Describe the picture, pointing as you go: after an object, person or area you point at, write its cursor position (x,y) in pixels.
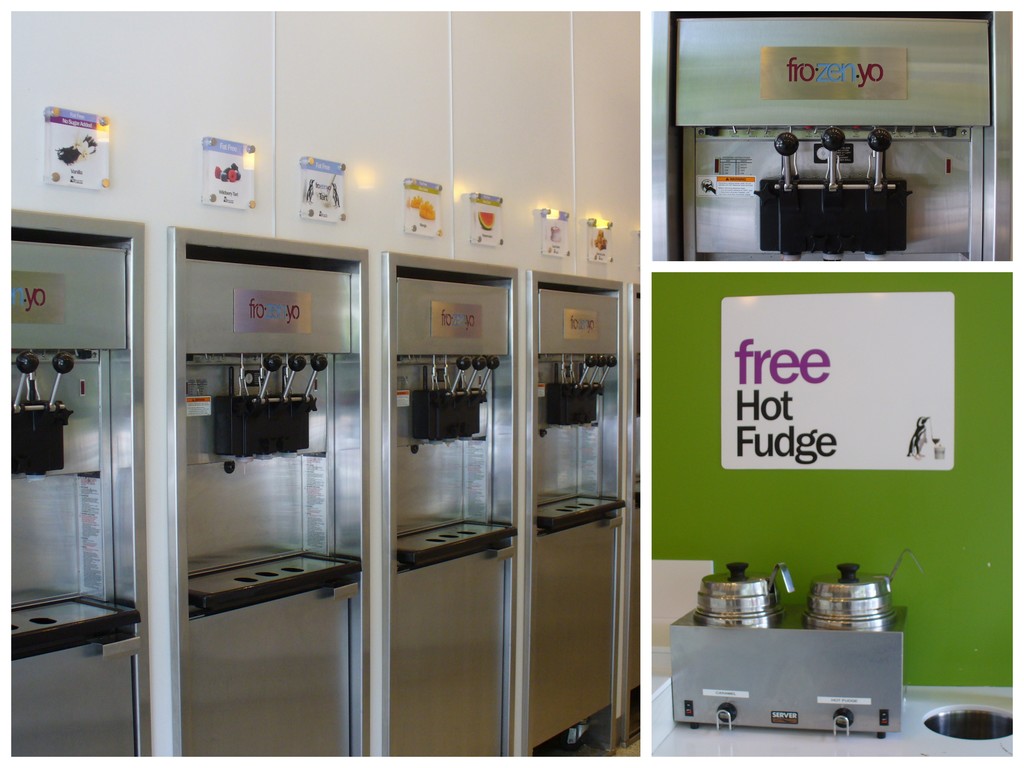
In this image there are many ice-cream machines (111,454). These are two heating machines (804,640). This is a board (860,337). These all are tags (232,193).
